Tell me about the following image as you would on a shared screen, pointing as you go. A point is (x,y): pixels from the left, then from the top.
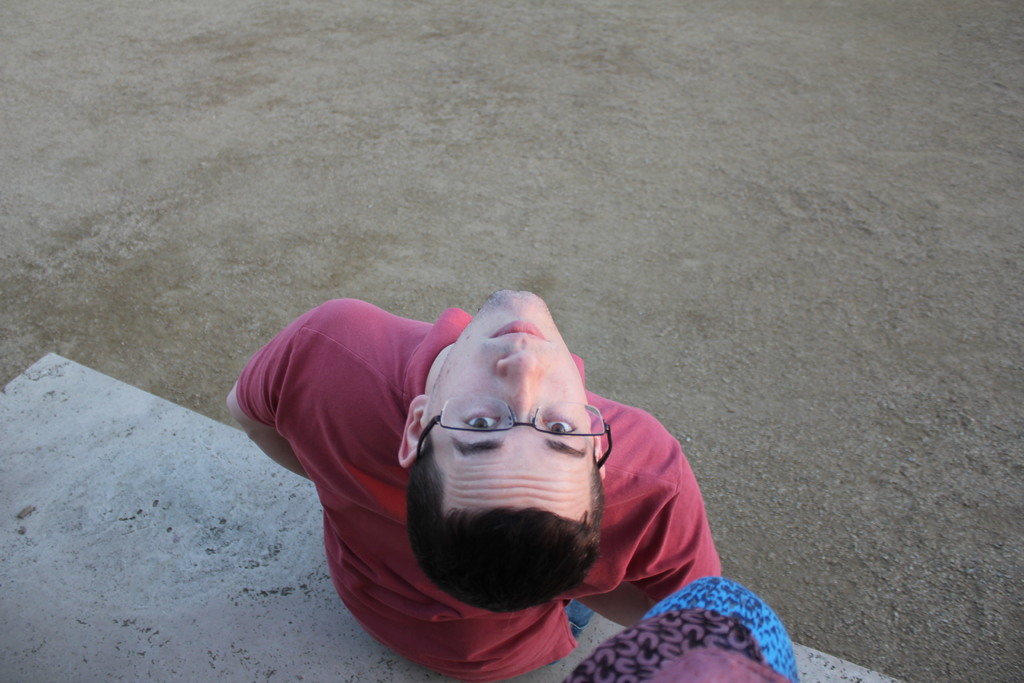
In this image at the bottom (571,536) there is one man (446,473) who is sitting and beside him there are some bags (640,630), at the bottom (923,504) there is some sand (128,293).
